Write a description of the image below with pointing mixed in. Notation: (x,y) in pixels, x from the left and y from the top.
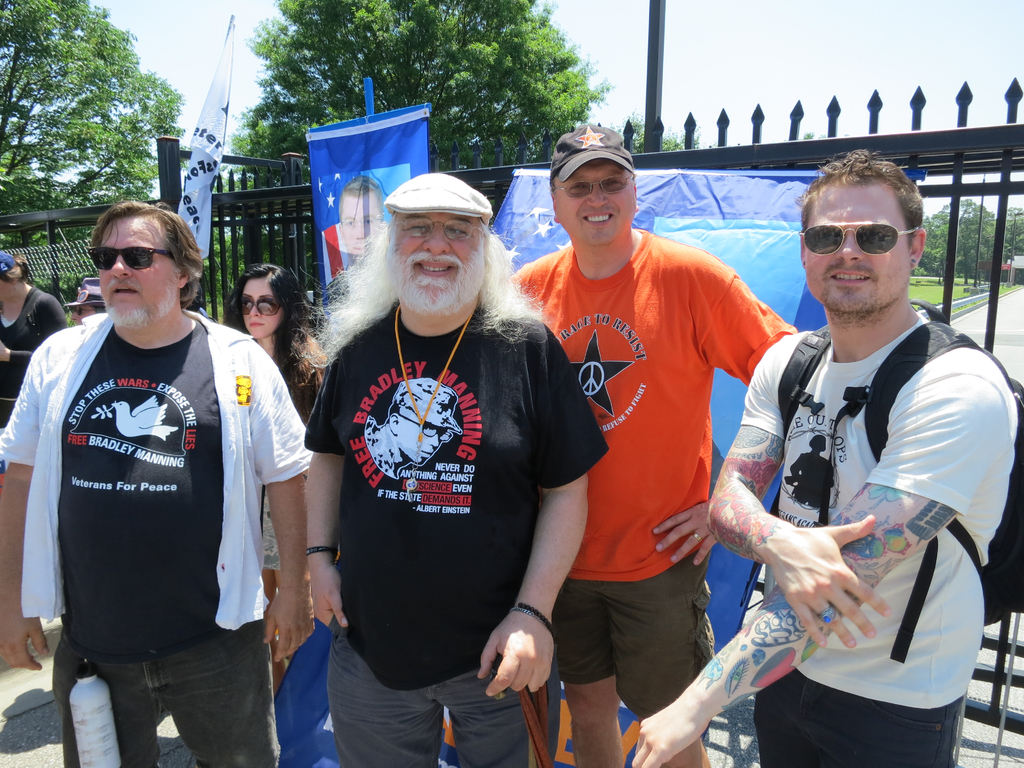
In this image we can see the persons (364,298) wearing the glasses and a few are standing and smiling. In the background (280,237) we can see the fence (950,138), banners (710,181), flag (209,212), trees (11,70) and also the sky (705,86). We can also see a water bottle (83,760) on the left (88,733).
